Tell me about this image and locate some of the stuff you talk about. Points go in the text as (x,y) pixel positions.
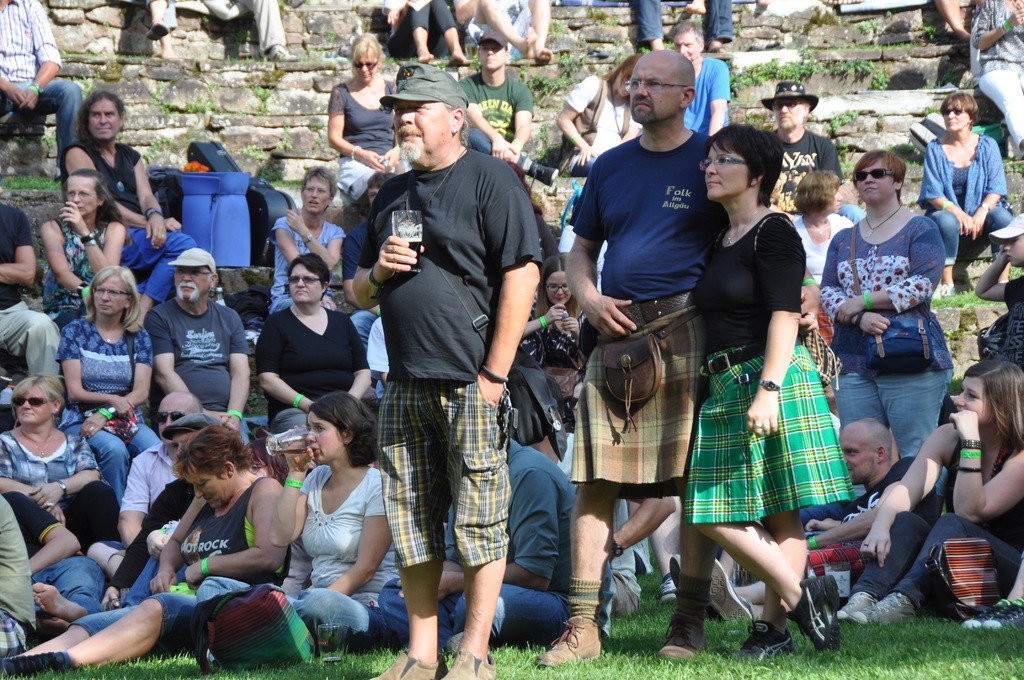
In this image there are a group of people (237,457) some of them are standing and some of them are sitting. In the background (209,98) there is a wall (841,96) and some plants (201,110), at the bottom (291,676) there is grass (280,670).
